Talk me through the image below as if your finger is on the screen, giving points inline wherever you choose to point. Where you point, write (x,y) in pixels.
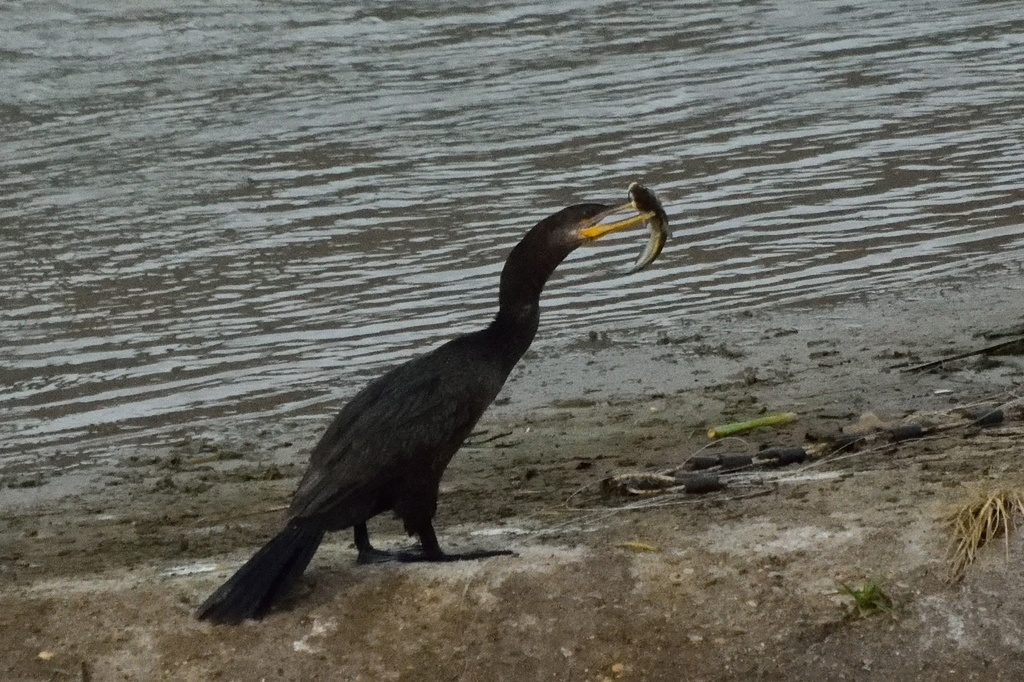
In the center of the image (396,440) we can see a bird (530,327) and holding a fish (659,230) through beak (628,227). In the background of the image (344,397) we can see the water (699,158). At the bottom of the image (681,545) we can see the ground (763,574).
